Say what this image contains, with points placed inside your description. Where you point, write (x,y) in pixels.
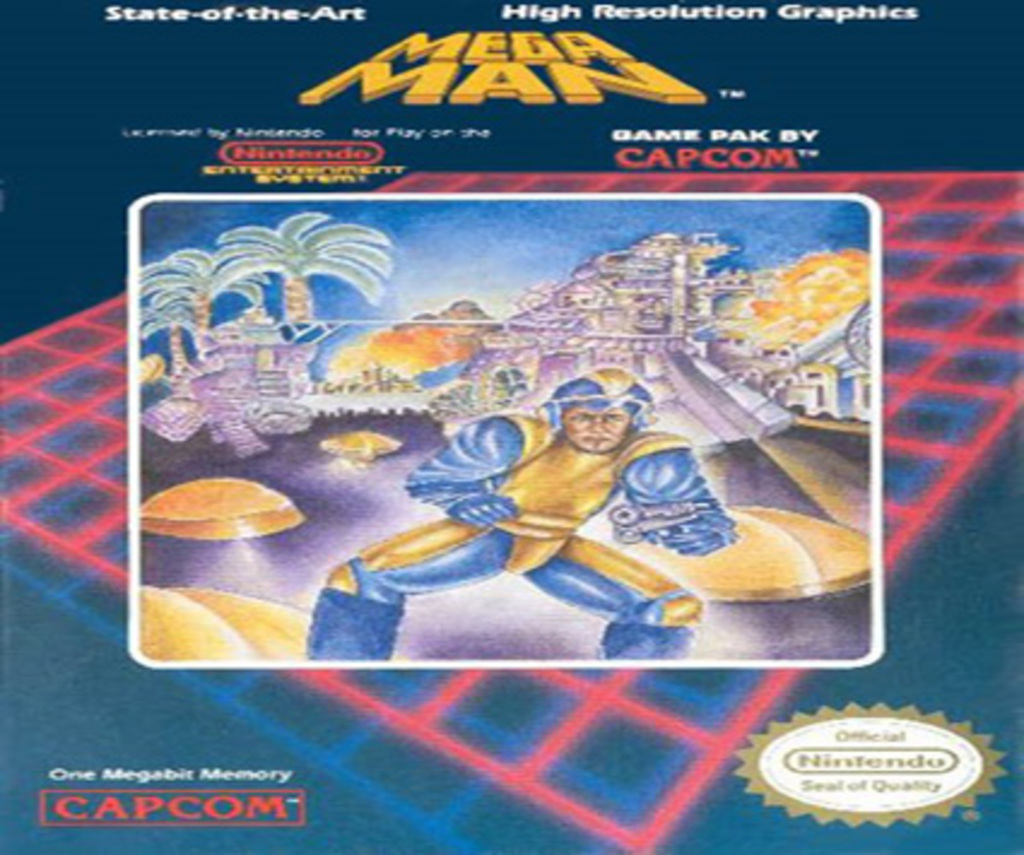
This is an animated picture, in this picture we can see trees (288,276) and a person (606,372) and it is written something.
